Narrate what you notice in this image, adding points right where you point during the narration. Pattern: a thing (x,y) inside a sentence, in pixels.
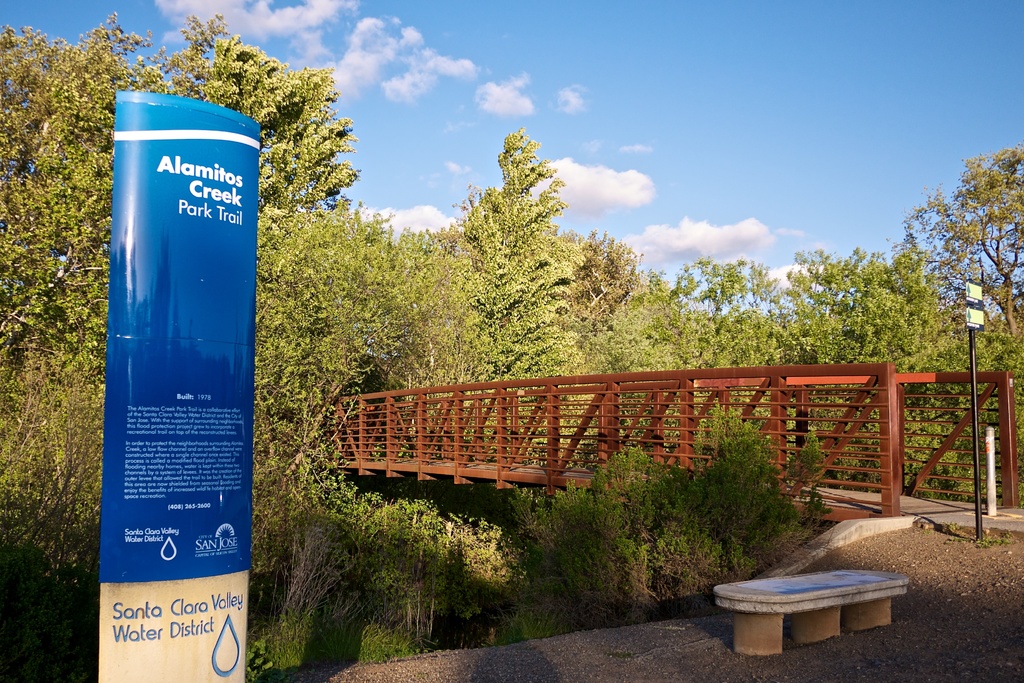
In this image we can see many trees (592,299), there is a bridge (919,380), there is a pole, there is a bench (806,618) on the ground (865,632), there is a hoarding (206,183), the sky (609,208) is cloudy.
